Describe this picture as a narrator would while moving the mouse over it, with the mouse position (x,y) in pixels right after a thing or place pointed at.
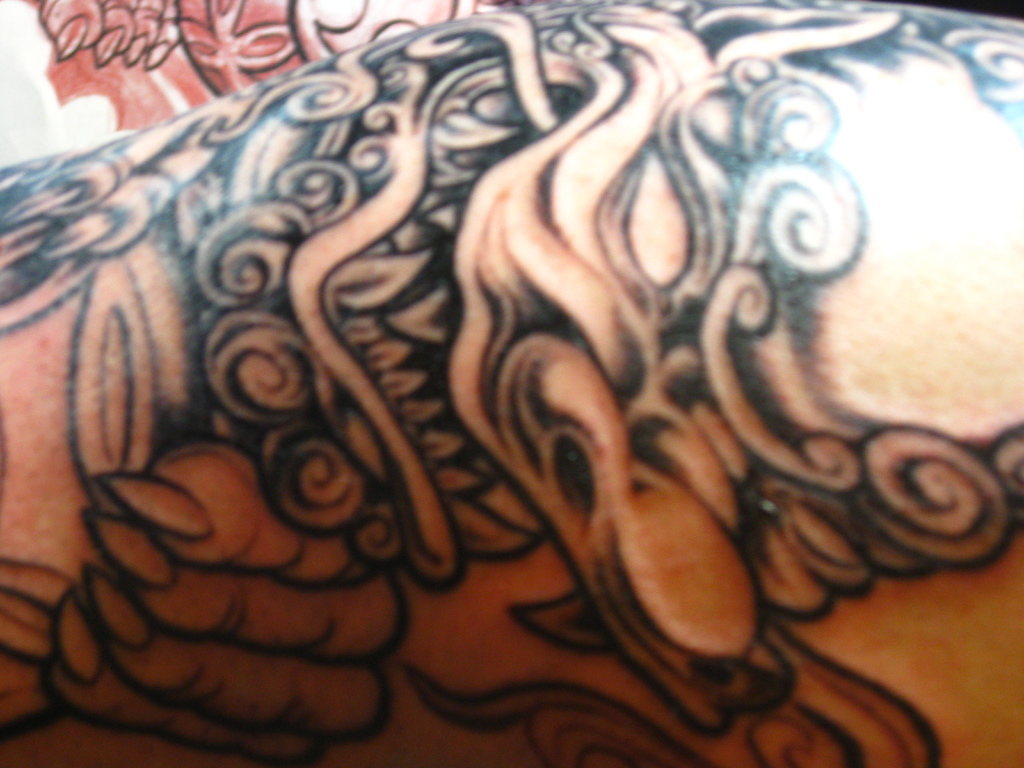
In the image we can see a human hand (767,432) and on the hand (763,573) there is a tattoo (587,544).
